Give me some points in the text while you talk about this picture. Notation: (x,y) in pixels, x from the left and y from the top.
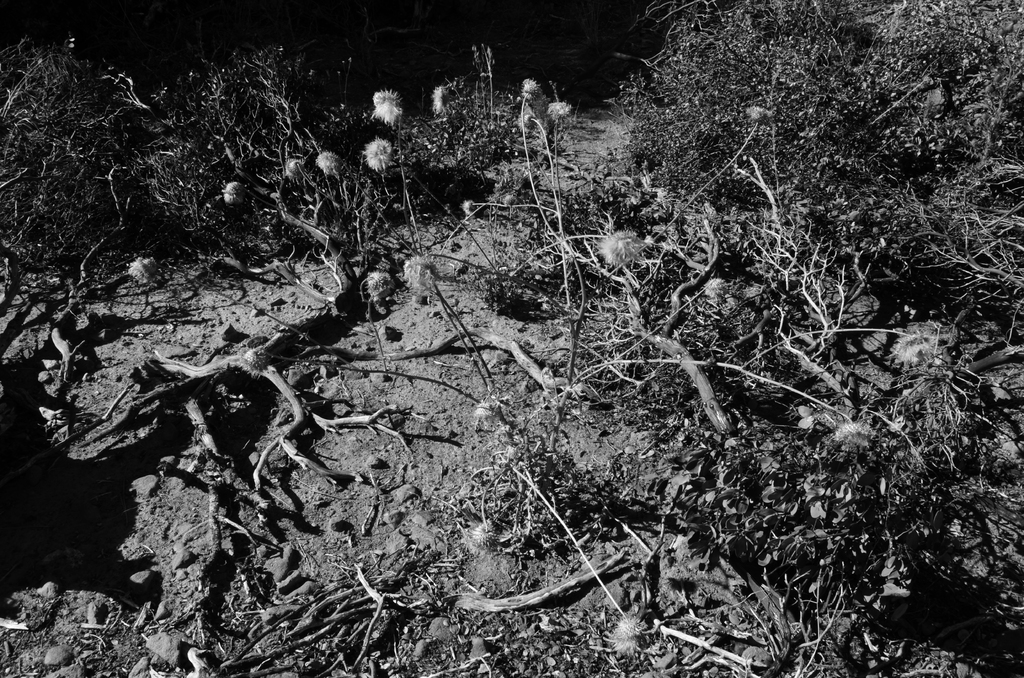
In the image we can see some plants (142,126) and flowers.
